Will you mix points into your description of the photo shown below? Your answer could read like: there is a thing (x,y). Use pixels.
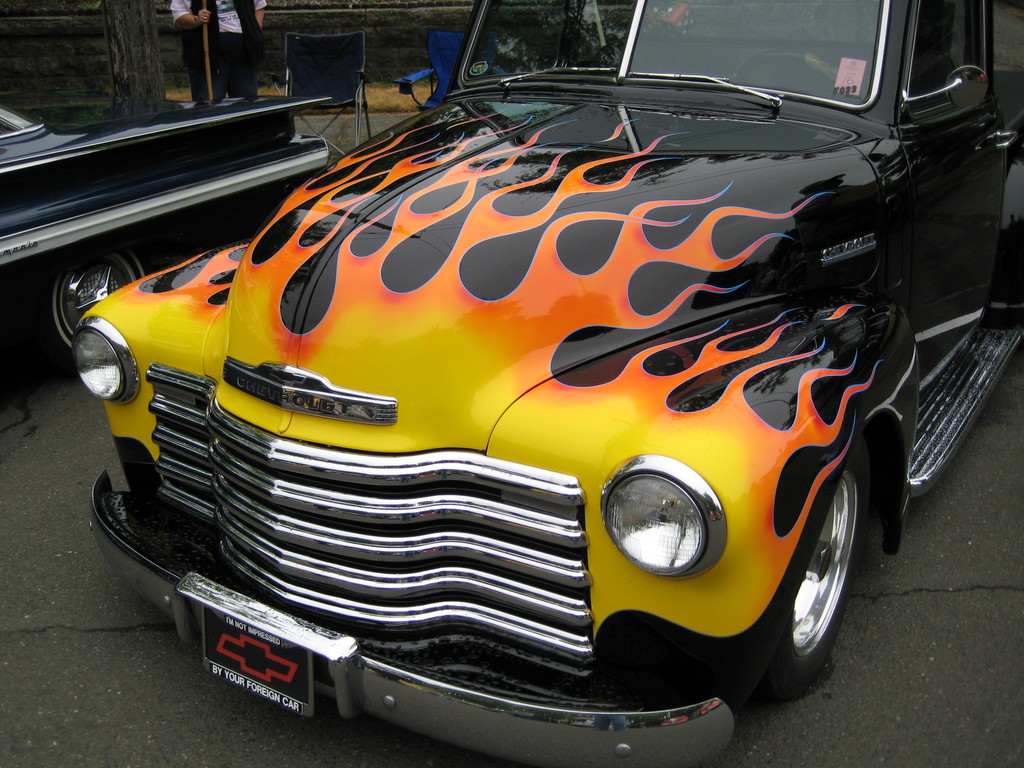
In this image there are two cars (317,475) on the road (198,694). At the backside of the car (282,129) there are two chairs (327,70). Beside the chair (319,56) there is a person (228,53) standing by holding the stick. At the back side (71,58) there is a wall (53,71).
